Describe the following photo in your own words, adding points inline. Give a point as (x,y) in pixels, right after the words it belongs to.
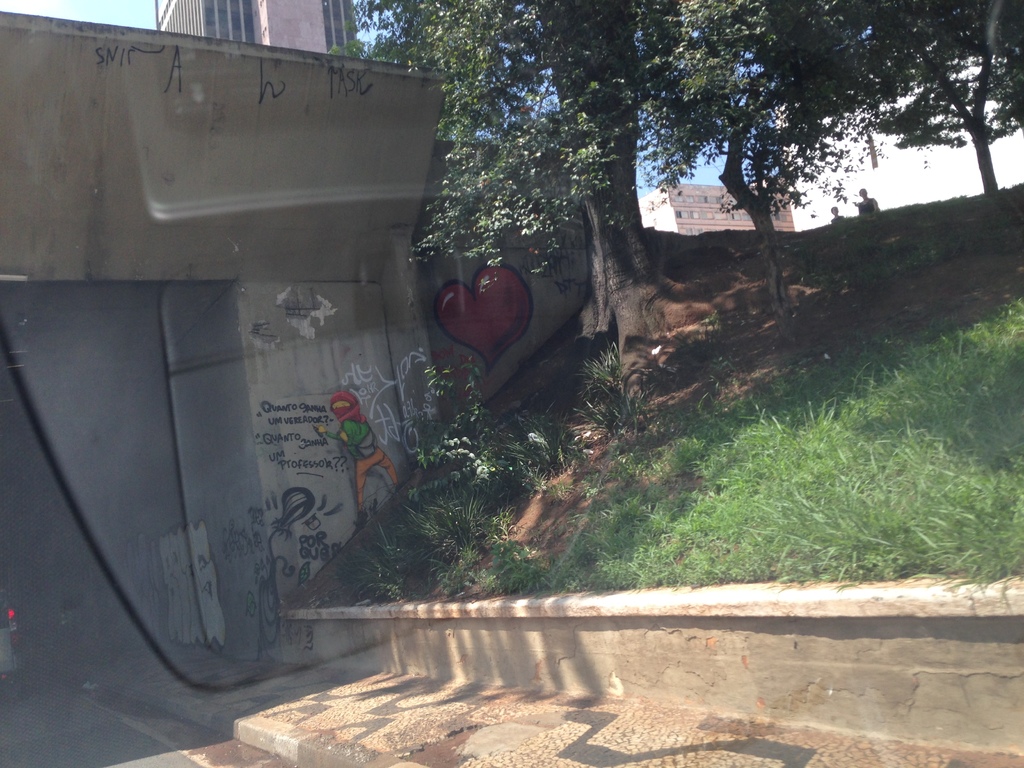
At the bottom of the picture (431,717), we see the road (167,742) and the footpath (351,735). In the middle (488,498), we see the grass (488,511). On the left side (209,110), we see a bridge (96,296) and a vehicle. We see the paintings (353,459) on the bridge (369,414). There are trees (641,263) and the buildings (716,211) in the background (509,150). We see two people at the top right of the picture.
